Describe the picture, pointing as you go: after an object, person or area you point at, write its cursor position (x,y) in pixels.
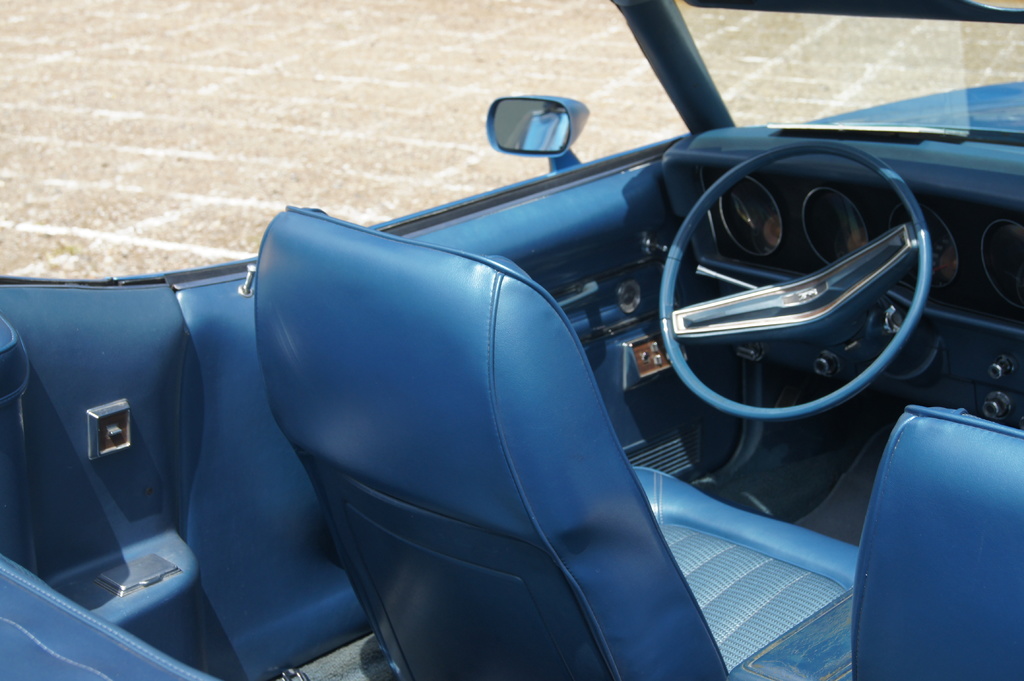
In this image we can see seats (760,590), steering (664,291) in the car (636,523). In the background (421,94) there is ground (373,86).
